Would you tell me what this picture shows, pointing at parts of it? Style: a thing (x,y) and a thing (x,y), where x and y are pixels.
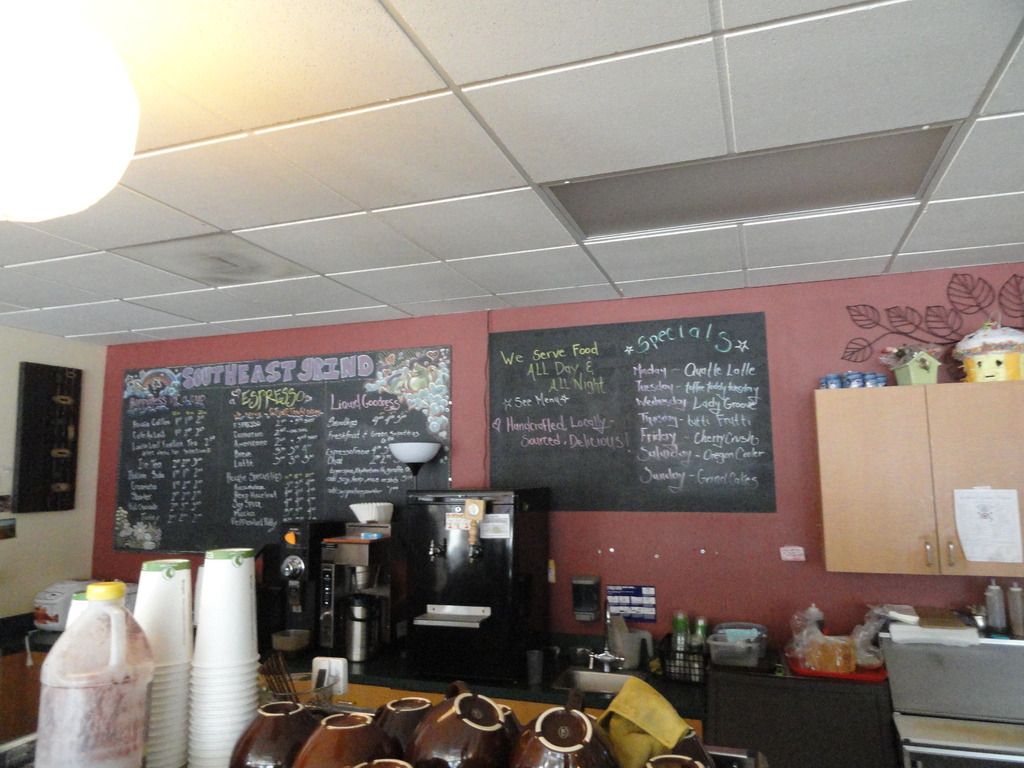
We can see cups (424,752), glasses (168,731), can (74,737) and objects (318,669) on the table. In the background (532,537) we can see machines (322,573), covers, bottles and objects (726,648) on the platform (971,657). We can see boards (389,368) on the wall (801,358) and cupboard (915,434), above the cupboard (977,382) we can see objects (922,376). At the top (591,196) we can see lights (49,14).
